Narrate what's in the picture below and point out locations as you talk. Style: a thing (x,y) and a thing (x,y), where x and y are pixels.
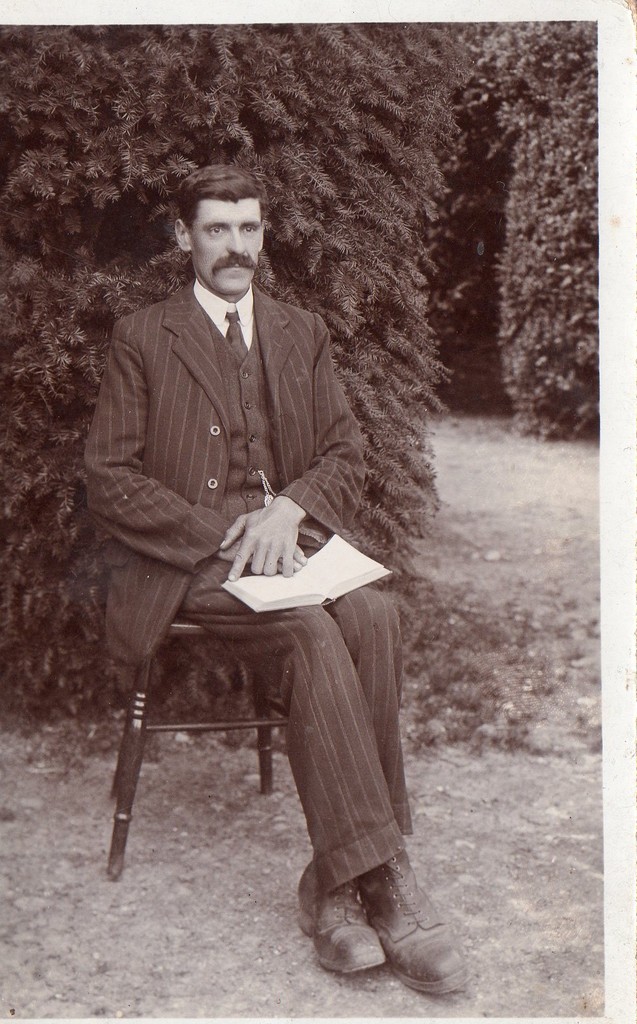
In this image I can see the person (303,662) sitting and holding the book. In the background (326,149) I can see few trees (529,208) and the image is in black and white.
